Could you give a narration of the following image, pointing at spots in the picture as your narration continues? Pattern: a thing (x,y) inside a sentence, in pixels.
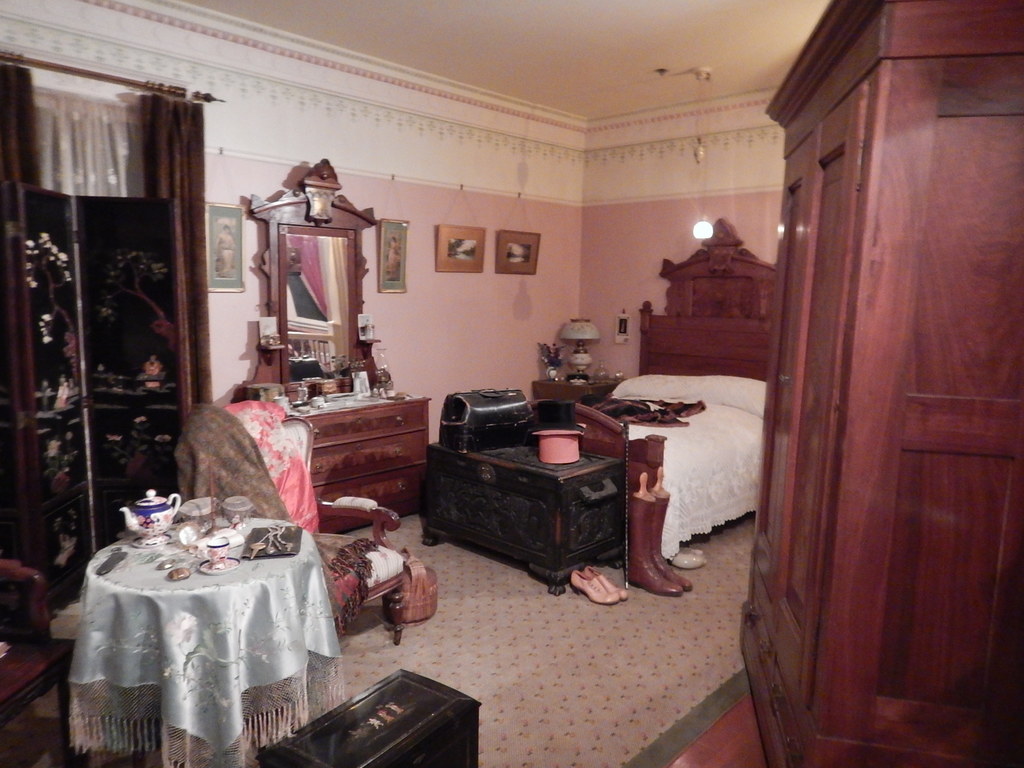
In this picture I can see there is a bed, there is a pillow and a blanket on the bed (685,285) and in the backdrop (513,162) there is a wall (545,168), a lamp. There is a mirror (313,344) and a dressing table (366,447) and there are pair of shoes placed on the floor (540,632). There is a table (234,578) here and it has some cups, glasses (206,531) and flask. On the floor (566,708) there is a carpet (587,734).
